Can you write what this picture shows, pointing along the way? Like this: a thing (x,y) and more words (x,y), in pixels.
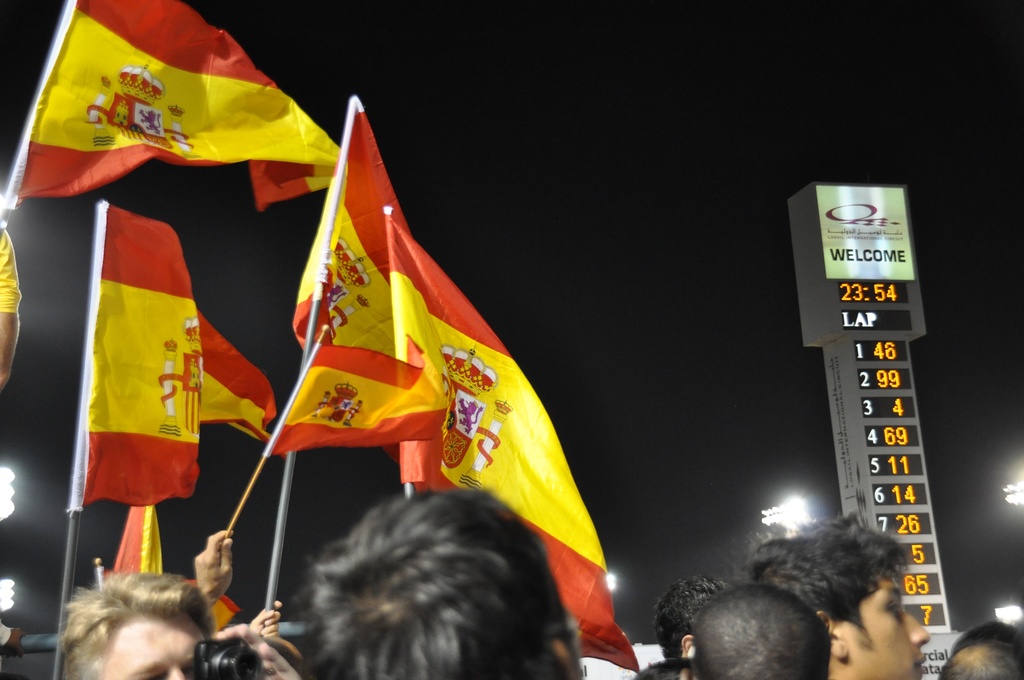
In this image there are group of people (77,628) holding the flags (386,216), and in the background (830,204) there is a scoreboard (829,385), lights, poles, sky (695,154).
